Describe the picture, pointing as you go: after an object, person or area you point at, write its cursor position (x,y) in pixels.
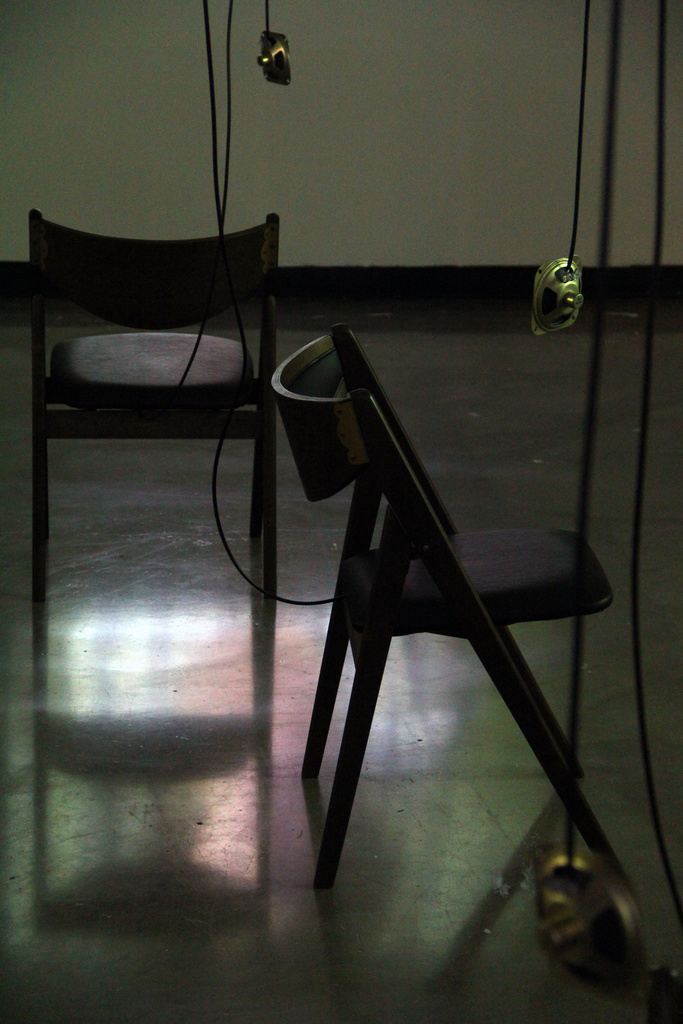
In this image we can see two chairs (358,465) placed on the ground (381,869). In the background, we can see the speakers (614,926) with cables (602,294).
